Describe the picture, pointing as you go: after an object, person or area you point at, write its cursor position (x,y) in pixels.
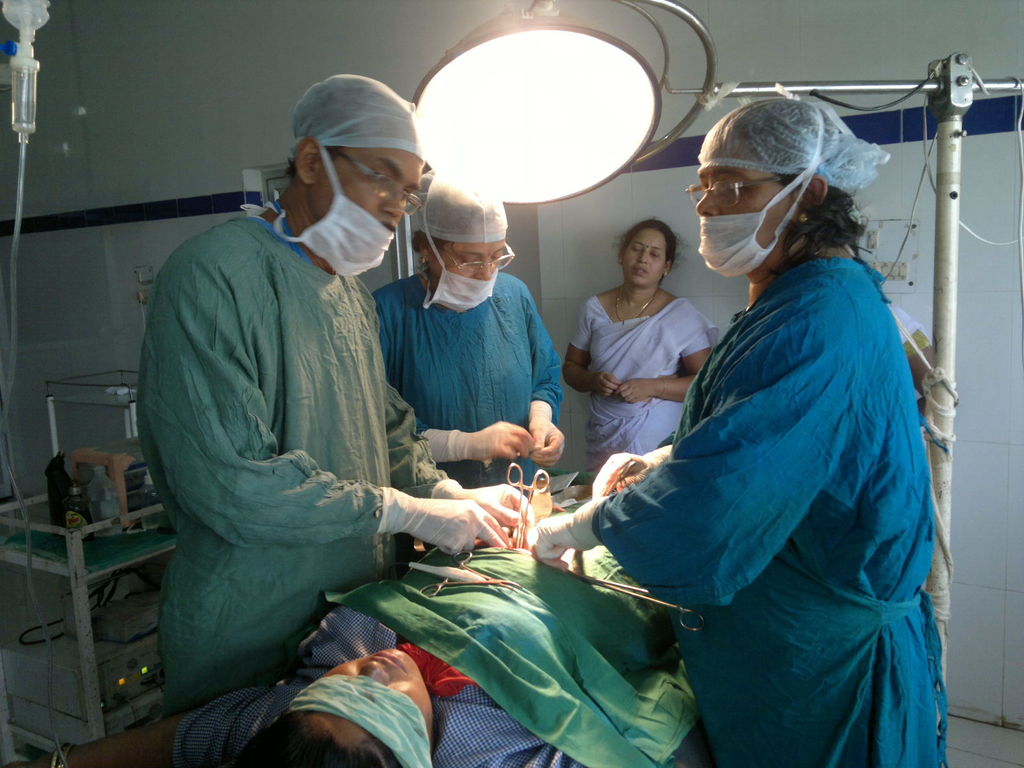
this image there are three people (479,243) wearing mask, one person (452,491) holding scissors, one person (203,712) laying, there is a cloth (551,617) on him, there is the wall (579,247), in front of the wall (596,281) there is a woman (699,325), at the top (562,32) there is a light (539,30), on the right side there is a stand (958,62), on the left side (115,443) there is an equipment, saline (15,107).
